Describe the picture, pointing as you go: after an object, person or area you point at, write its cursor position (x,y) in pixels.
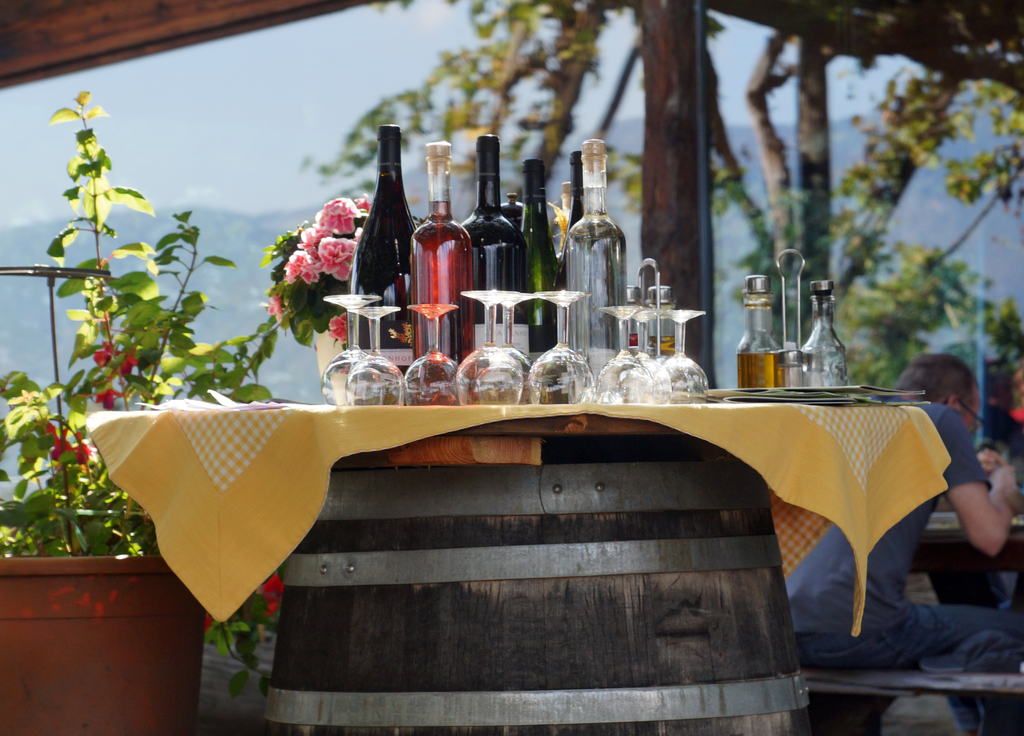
In this image I see a table (933,443) on which there are glasses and bottles (665,285) on it. In the background (683,276) I see few plants (61,506), trees (870,335) and a person (937,605) over here who is sitting.
